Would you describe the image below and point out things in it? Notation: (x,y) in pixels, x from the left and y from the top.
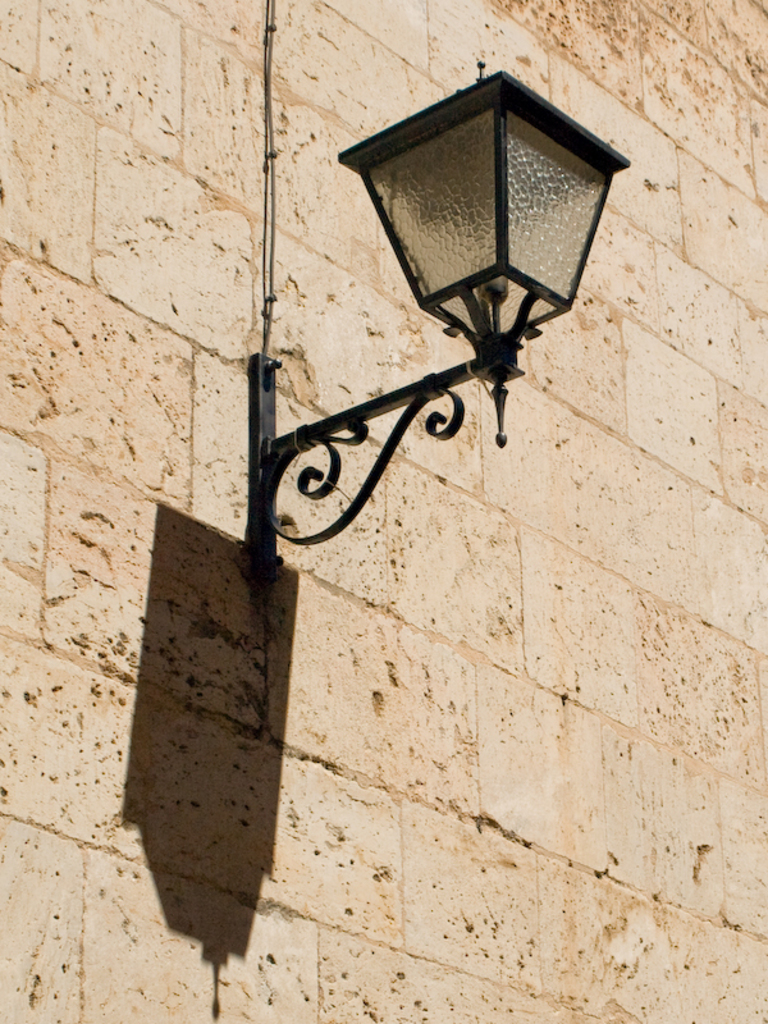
In this image we can see wall (176,619) and an electric light (506,220) attached to it.
